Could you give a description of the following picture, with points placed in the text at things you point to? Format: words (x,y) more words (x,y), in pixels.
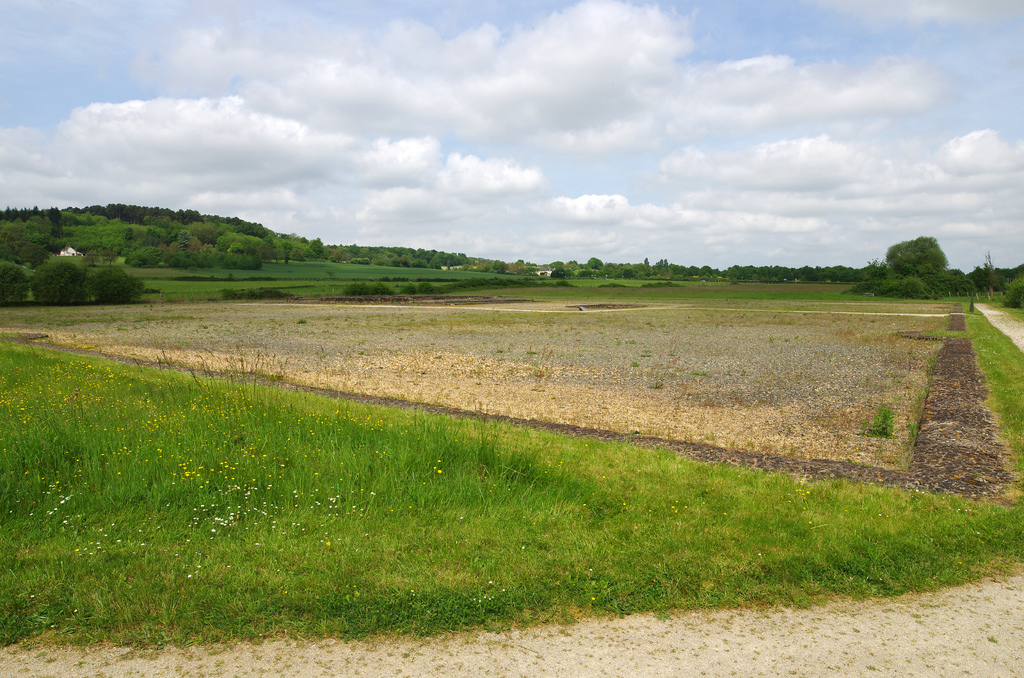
In this image we can see there are grass (330,468), trees (201,267), mountains (53,254) and sky (471,126) with clouds (707,213).
